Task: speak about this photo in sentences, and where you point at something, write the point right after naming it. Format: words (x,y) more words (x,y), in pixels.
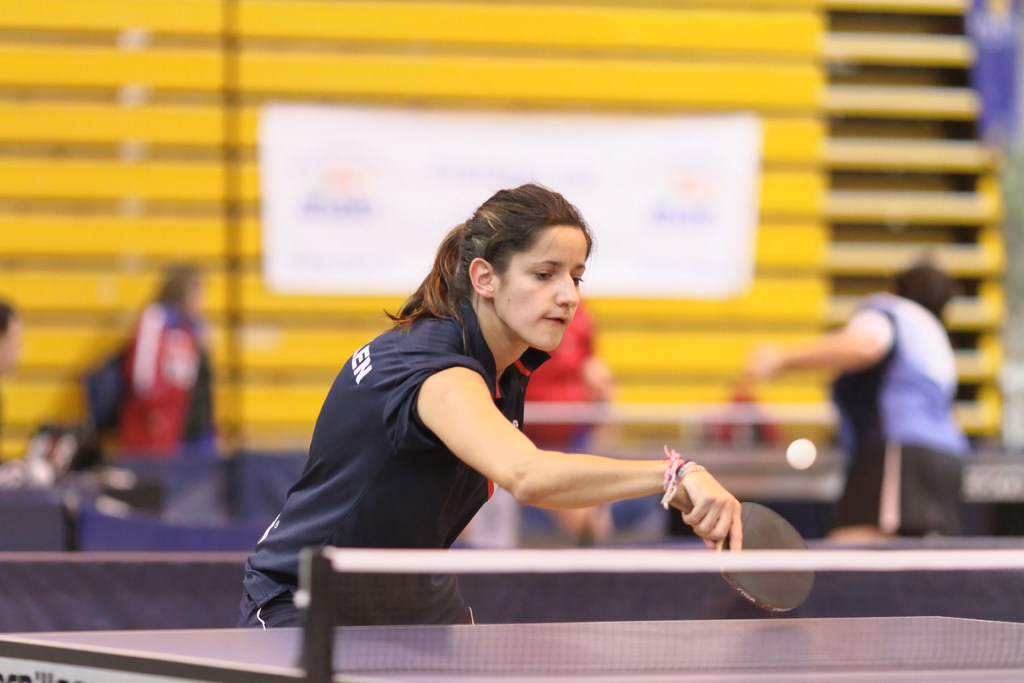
At the bottom of the image (116,651) there is a table tennis table (295,646). Behind the table (402,677) a woman (723,513) is standing and holding a table tennis bat (804,572) and there is a ball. Behind her few people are playing table tennis. Background of the image (167,51) is blur.
